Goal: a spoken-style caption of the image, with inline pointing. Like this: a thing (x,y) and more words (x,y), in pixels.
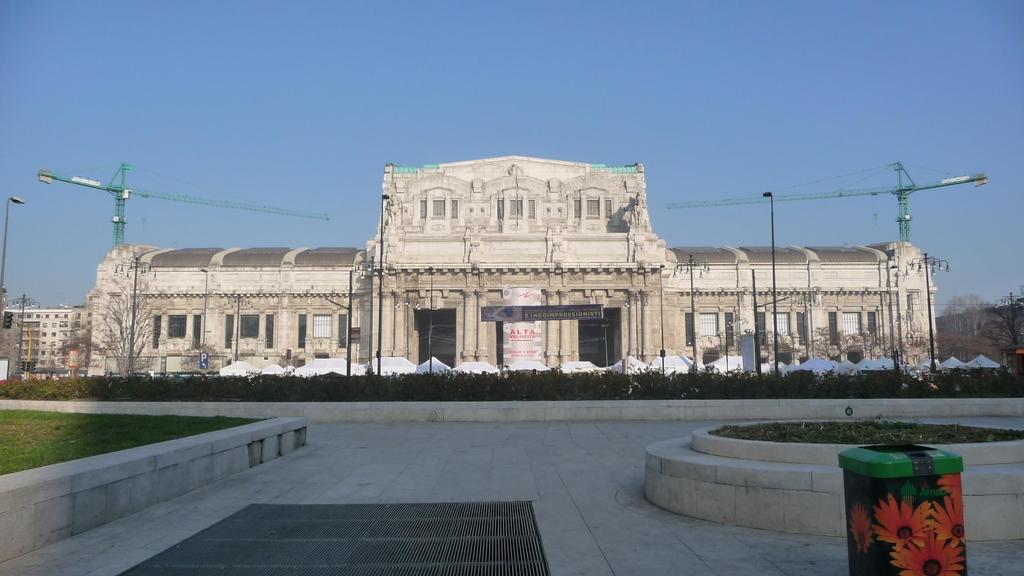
In this image we can see buildings (914,321) with windows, beside that we can see text (582,312) written on the board (528,329), And we can see the tents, beside that we can see the tower cranes (898,195) and street lights (773,271). And we can see the trees (982,335), plants (439,378), beside that we can see the grass (903,427). And at the bottom (854,483) we can see an object (928,533), at the top (556,81) we can see the sky (735,93).
